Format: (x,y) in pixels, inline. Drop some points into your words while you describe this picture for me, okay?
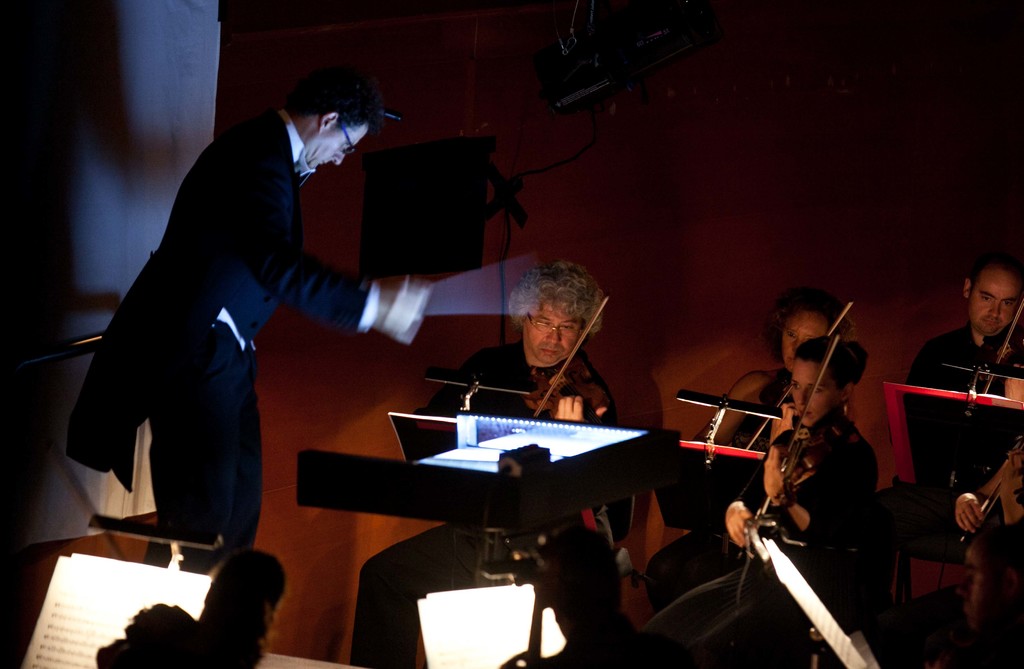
In this image I can see few people (997,281) where everyone is sitting and holding a musical instruments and here I can see a man (372,89) is standing.
